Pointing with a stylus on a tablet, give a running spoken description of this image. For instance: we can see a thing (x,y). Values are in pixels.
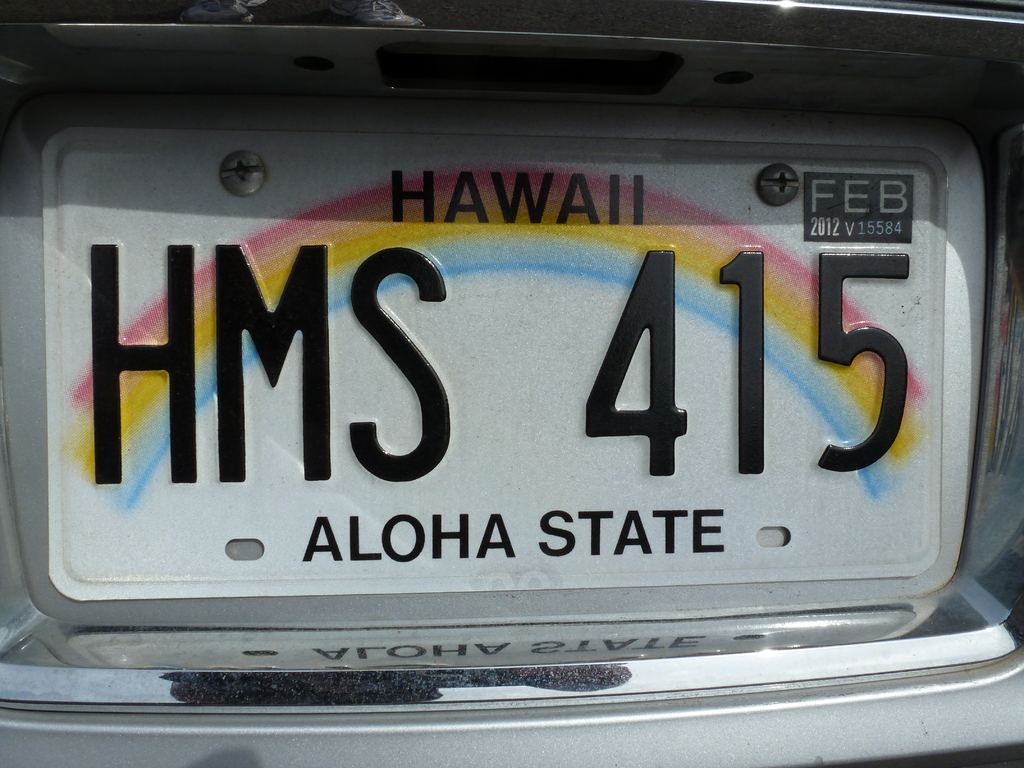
In the picture we can see a vehicle number plate (86,481) on it, we can see a HAWAII HMS 415 (653,325), Aloha state.
